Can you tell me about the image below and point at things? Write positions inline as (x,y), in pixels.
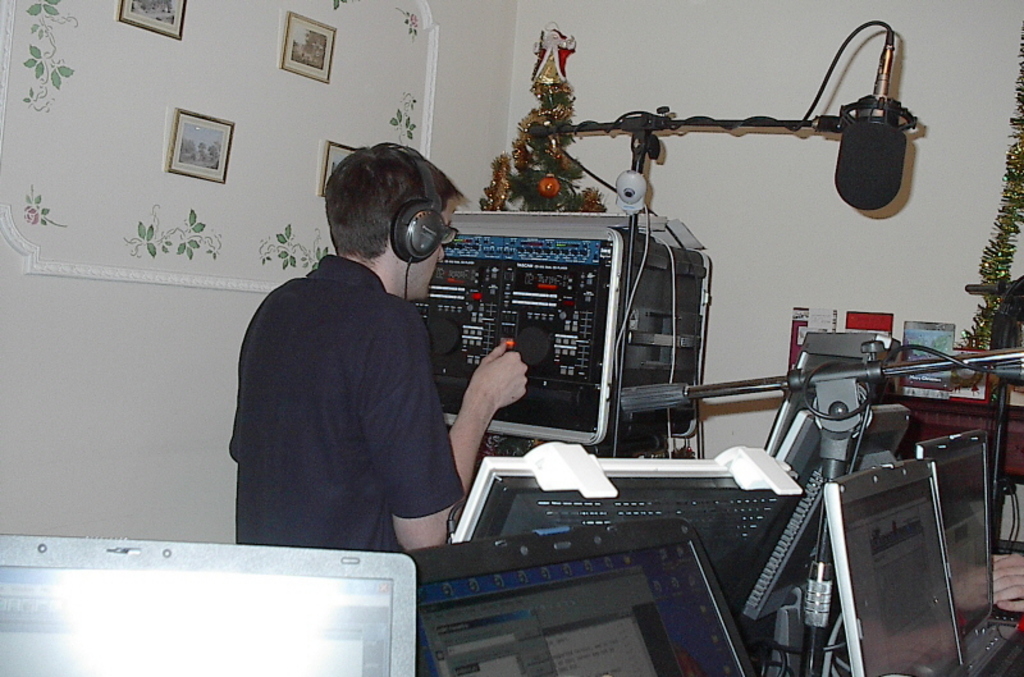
In the image we can see a man (369,352) wearing clothes (333,267), spectacles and headsets (407,208). Here we can see electronic devices (640,479) and the systems (724,669). We can even see a microphone (884,176) and cable wires (784,676). Here we can see the wall (169,327) and frame (166,170) stick to the wall (187,212). We can see even a Christmas tree (534,180).
